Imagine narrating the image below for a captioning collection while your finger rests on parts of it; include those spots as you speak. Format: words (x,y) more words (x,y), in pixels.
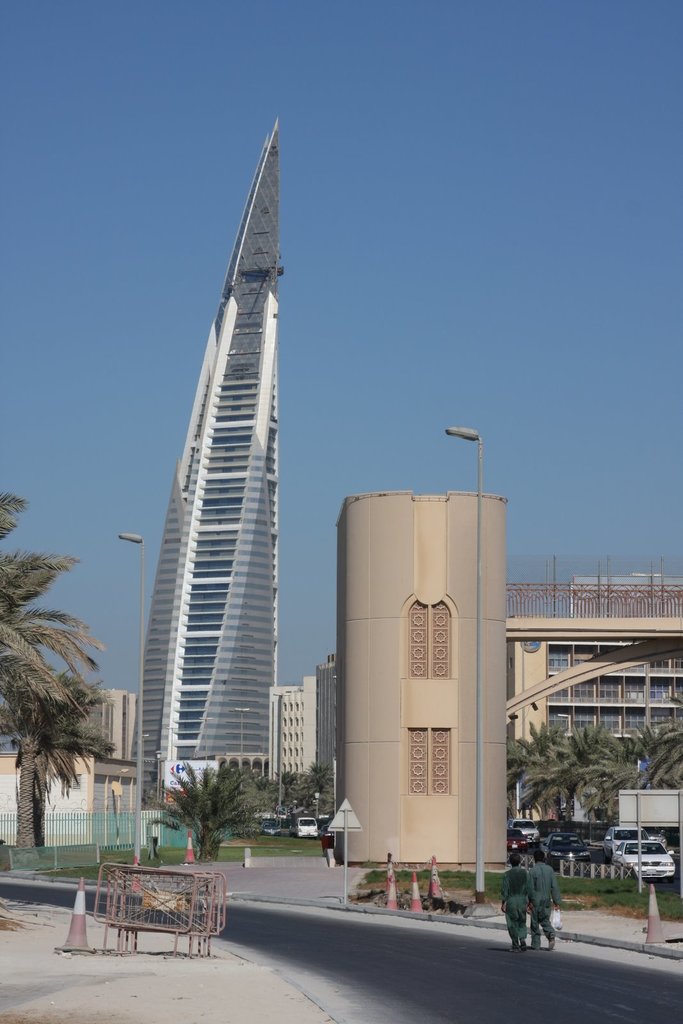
In this image we can see two men (546,878) are walking on the road (400,934). In the middle of the image (443,626), we can see trees (619,752), buildings (236,749), cars (308,820), traffic cones (411,898), sign board (337,827) and poles (346,851). The sky (438,163) is in blue color. In the left bottom of the image (158,931) we can see pavement (124,983), traffic cone (78,924) and barriers (167,918).
